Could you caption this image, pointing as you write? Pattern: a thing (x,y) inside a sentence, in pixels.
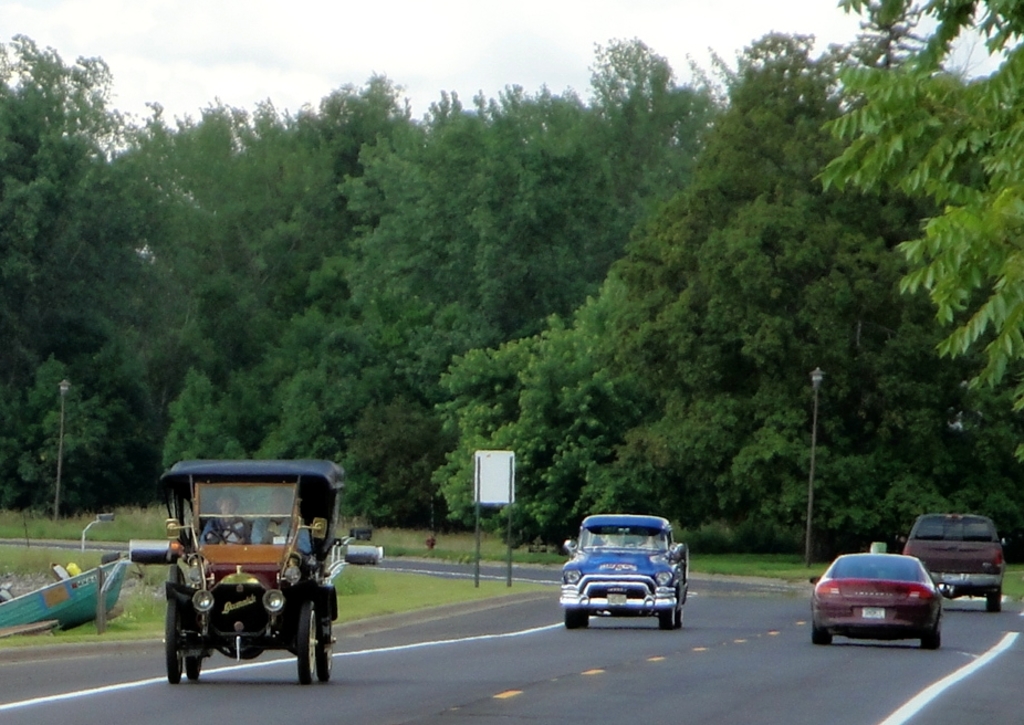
In this image there is a curved road (535,622) in the middle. On the road (580,670) there are different vehicles (820,598). In the background (421,365) there are trees (282,208). There is a board (499,470) beside the road (539,634). On the left side (90,595) bottom it looks like a boat (65,582) which is on the ground (65,561).
